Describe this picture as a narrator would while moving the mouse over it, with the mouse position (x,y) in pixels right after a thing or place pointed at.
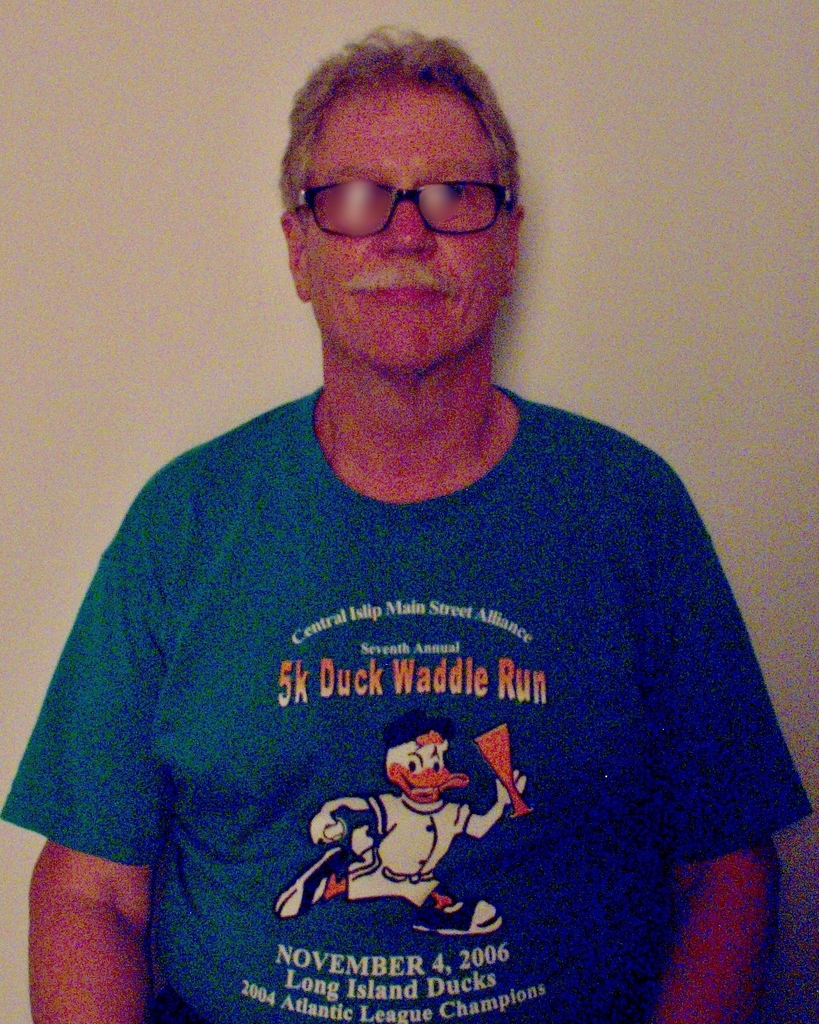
In the picture we can see a man (247,916) standing near the wall (809,899), he is with blue T-shirt (227,902) and a cartoon image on it and he is with white mustache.
